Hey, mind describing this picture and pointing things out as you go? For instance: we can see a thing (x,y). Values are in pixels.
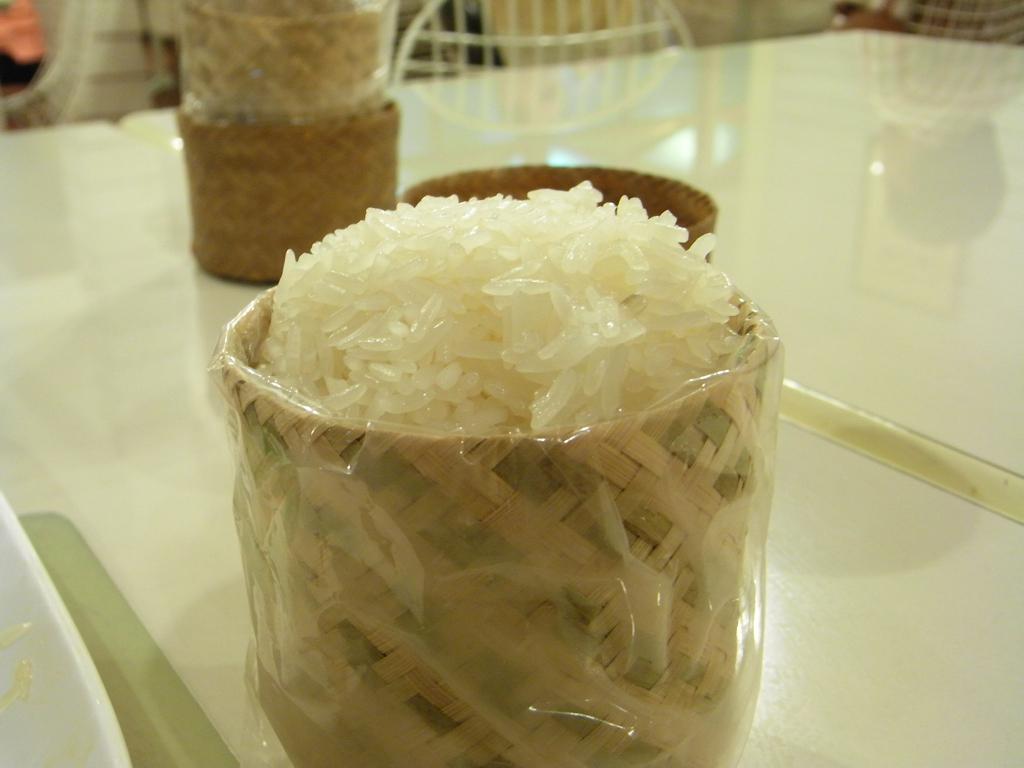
In this image we can see bowls (488,570) containing rice (511,330) wrapped in the polythene covers (332,443) and are placed on the table (930,551).
